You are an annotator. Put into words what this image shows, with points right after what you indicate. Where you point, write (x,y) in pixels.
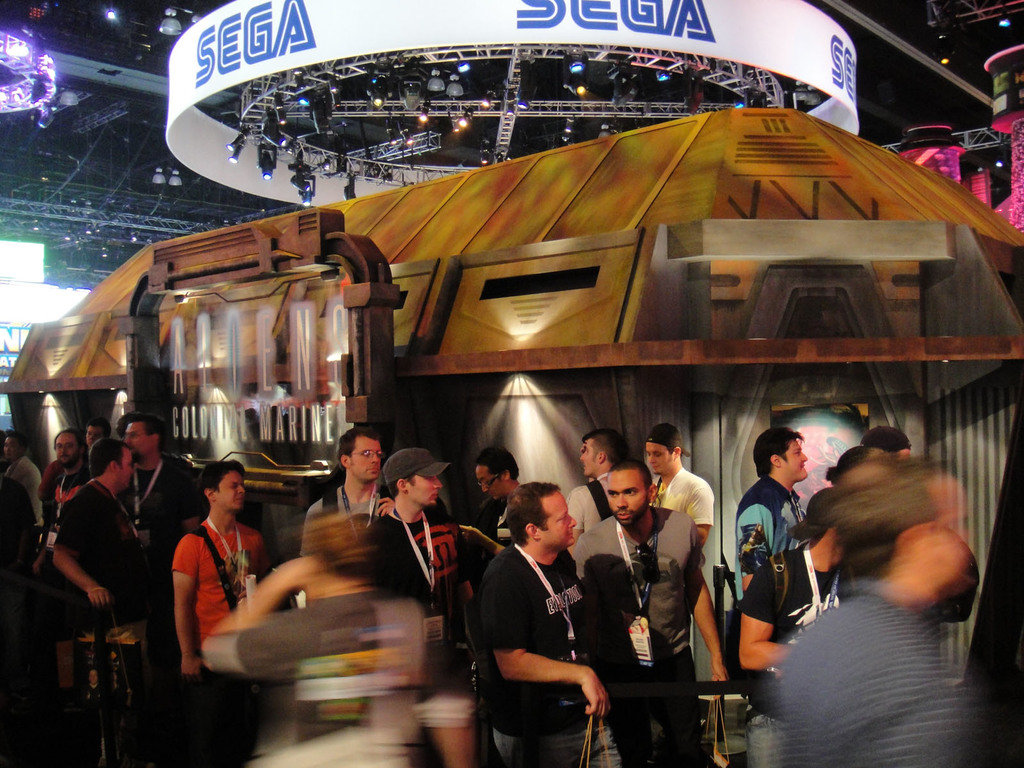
In this image, we can see a group of people (184,564). In the background (206,295), we can see a room (674,331), on the room (284,380), we can see some text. At the top (446,34), we can see some hoardings (273,51), metal instrument (252,83) and a light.
